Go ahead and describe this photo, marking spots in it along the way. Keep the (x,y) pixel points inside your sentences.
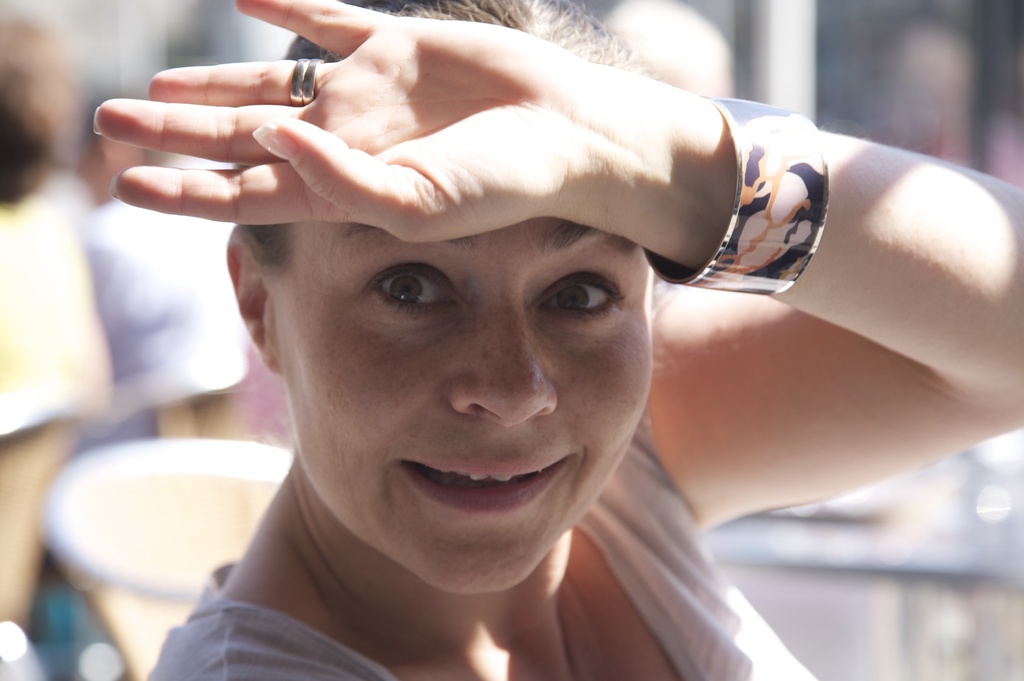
In this picture I can observe a woman (505,432) in the middle of the picture (505,369). The background (72,119) is completely blurred.
